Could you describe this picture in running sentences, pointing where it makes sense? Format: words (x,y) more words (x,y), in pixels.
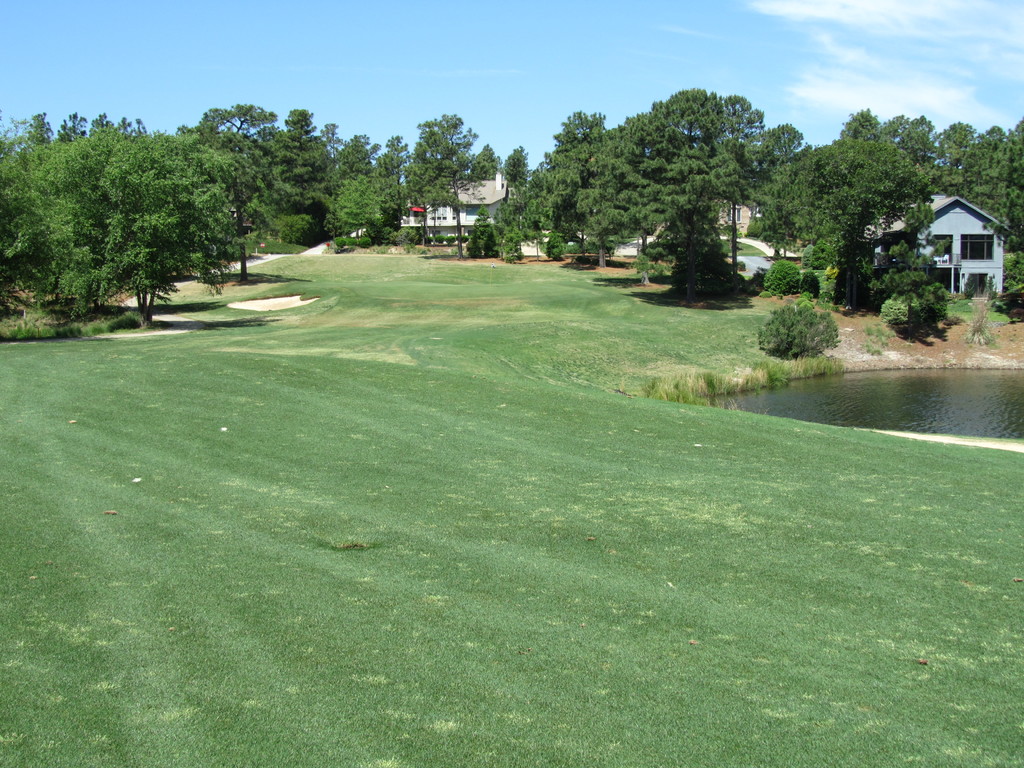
In this image I can see it looks like a garden (352,518). On the right side (897,394) there is a pond (925,374) and there is a house (943,231). In the middle (678,271) there are trees (473,235), at the top (494,79) it is the sky (476,79).
